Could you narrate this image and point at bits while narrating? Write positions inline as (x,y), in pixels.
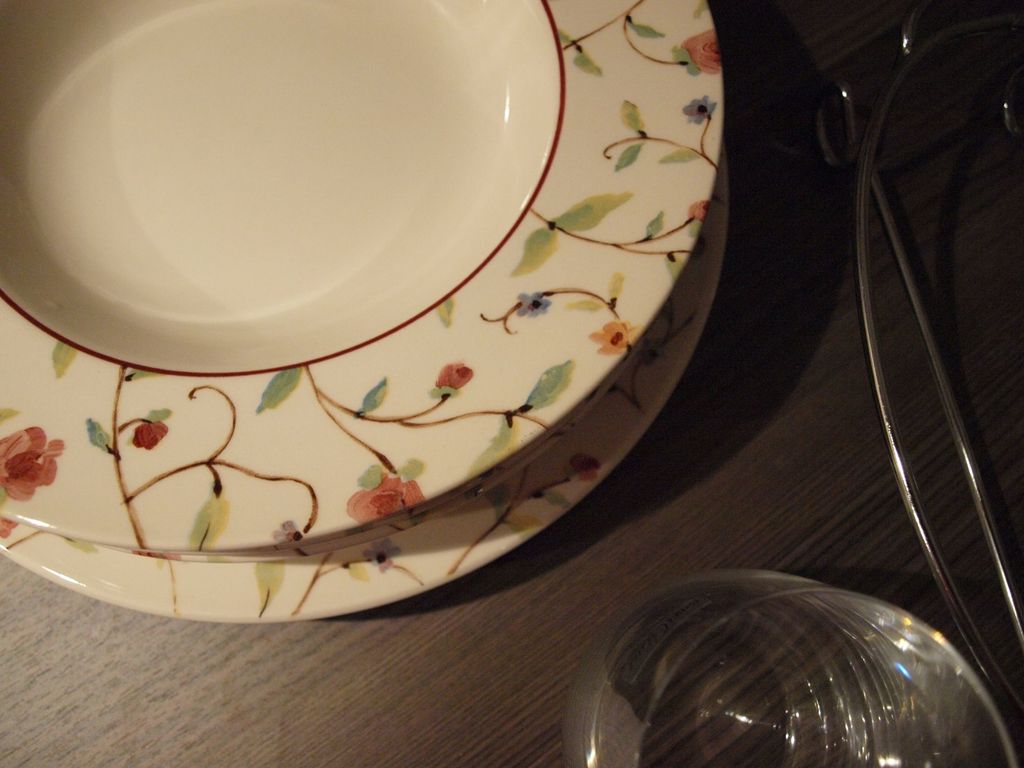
In this picture we can see a table (742,487), on table (743,479) we can see plates (578,409) and bowl (346,403).
